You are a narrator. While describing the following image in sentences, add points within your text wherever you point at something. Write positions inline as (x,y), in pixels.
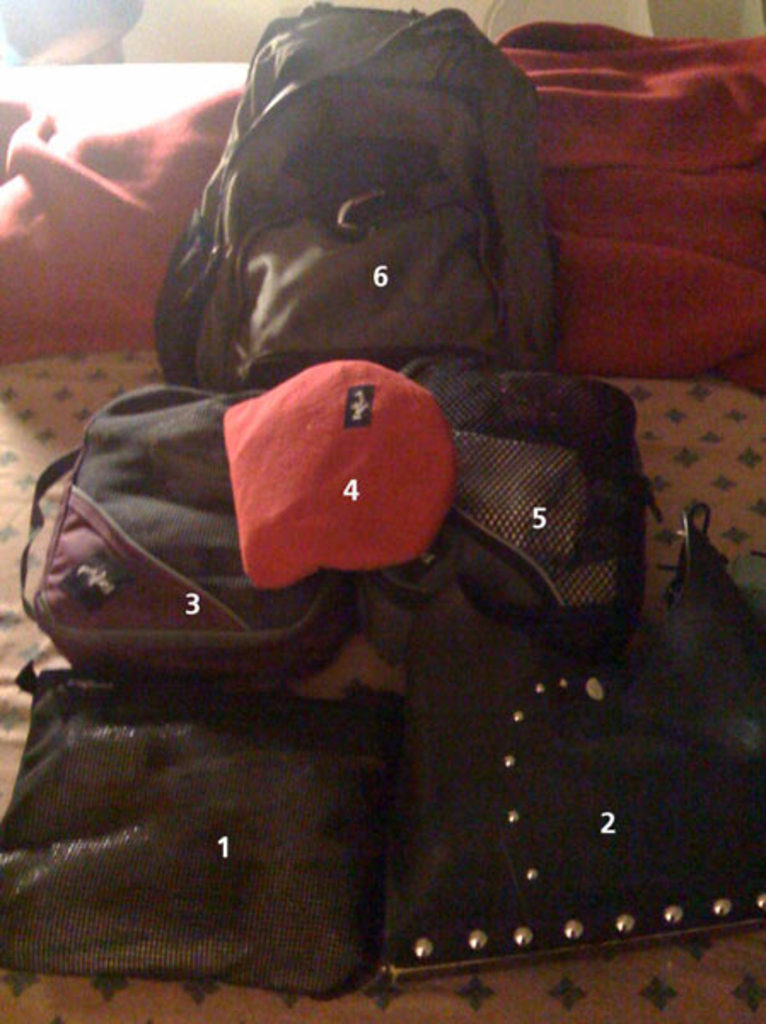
In this image we can see six bags (372,796). For each bag (379,788) numbering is given.
